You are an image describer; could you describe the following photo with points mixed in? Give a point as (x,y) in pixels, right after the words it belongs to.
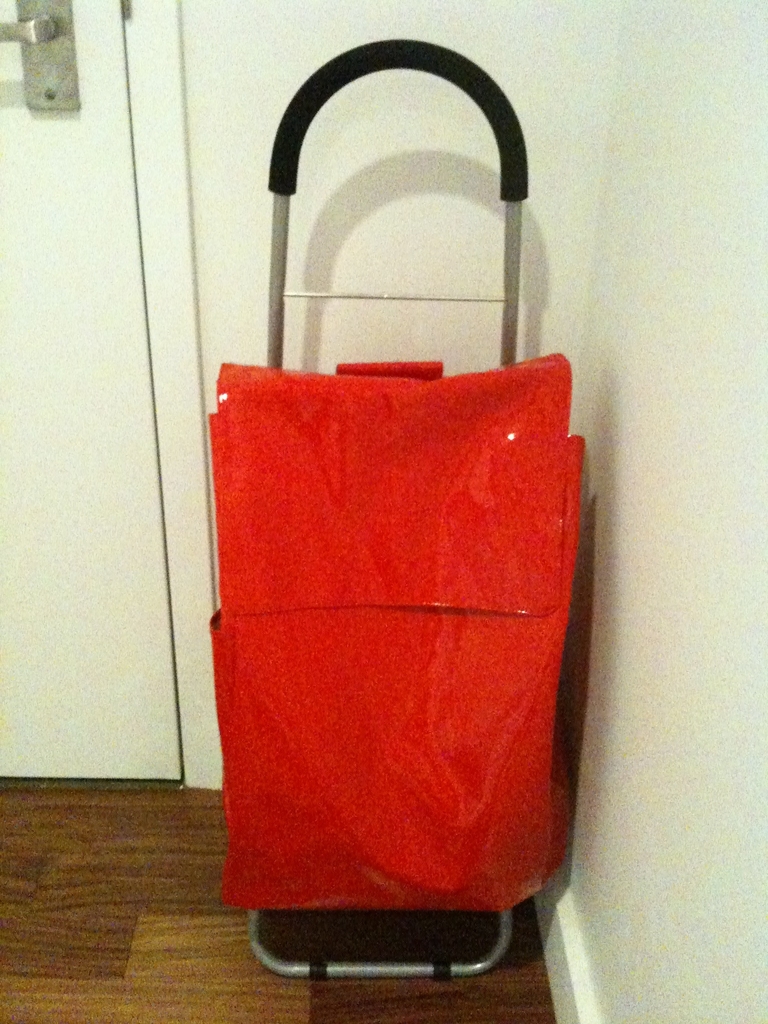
In this image we can see a red color bag (395,486) is placed on the wooden surface (198,855). In the background (127,280), we can see the door (133,268) and the wall (262,162).
